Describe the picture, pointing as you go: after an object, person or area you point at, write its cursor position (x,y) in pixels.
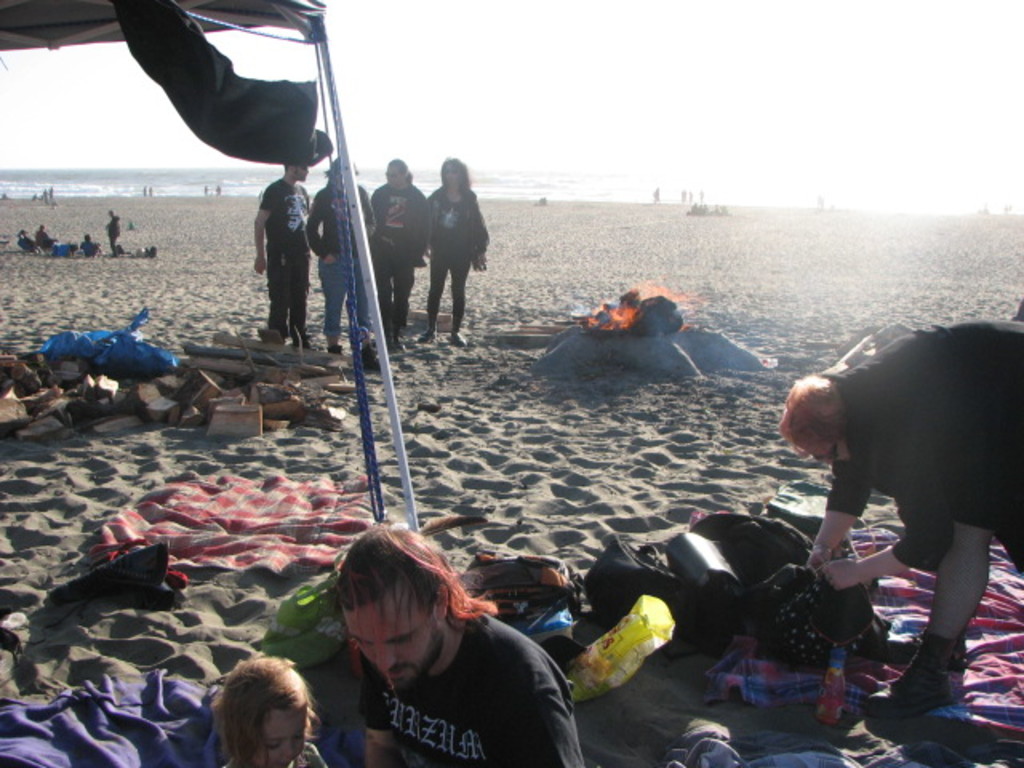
In this picture I can see few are standing and few (400,669) are seated on the ground (613,511) and I can see clothes (126,510), bags (628,666) and fire wood (254,410) and I can see fire (643,316) on the ground (510,321), looks like a tent (69,36) on the left side (312,153) and I can see water (471,179) and sky (342,54).
